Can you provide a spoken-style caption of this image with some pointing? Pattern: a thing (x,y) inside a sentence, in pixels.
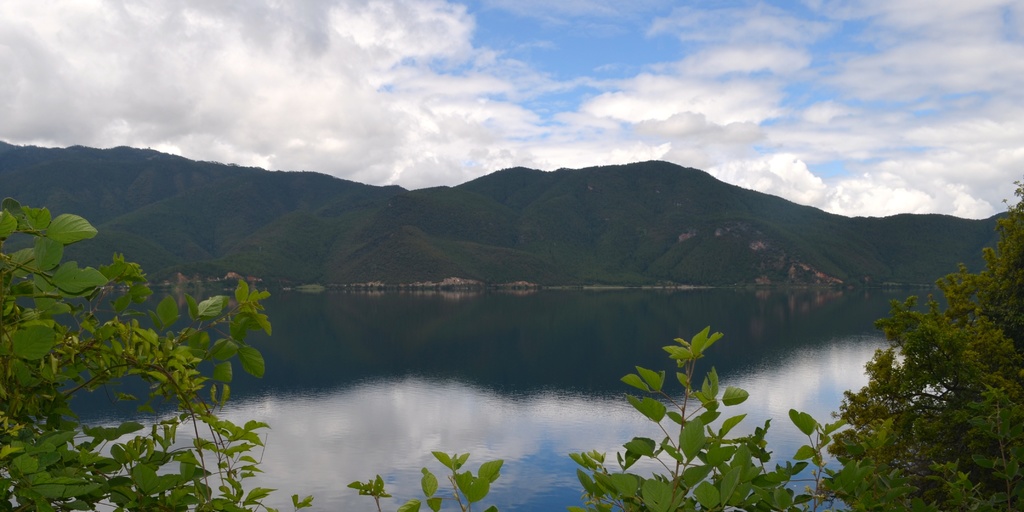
In this image we can see trees (1006,269), water (464,313), hills (502,222), sky (555,54) and clouds (212,57).
